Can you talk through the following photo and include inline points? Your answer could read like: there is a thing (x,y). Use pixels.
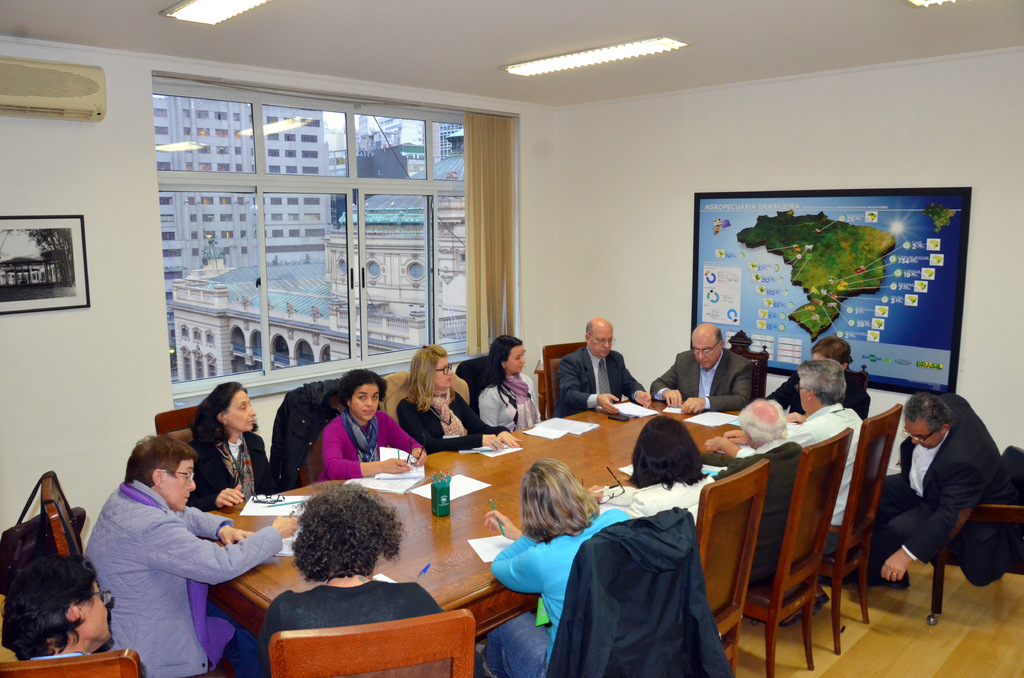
In this image I can see some people (582,494) are sitting on the chairs (732,562). I can see objects (486,487) on the table (488,467). On the left side (67,291) I can see a photo frame (61,255) and the windows (289,280). I can also see the buildings (273,255). At the top (567,67) I can see the lights (567,67).
